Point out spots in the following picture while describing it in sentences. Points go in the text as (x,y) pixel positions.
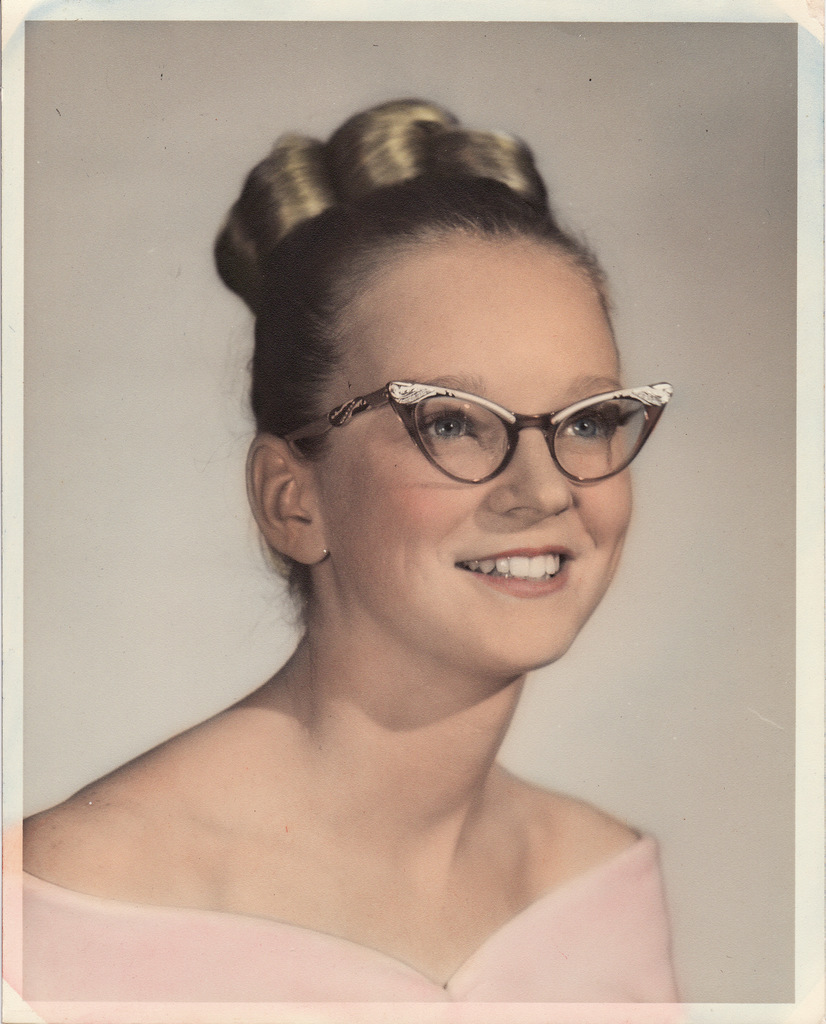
In this picture, we can see a woman (378,586) is smiling and behind the woman (312,671) there is a wall (129,441).
